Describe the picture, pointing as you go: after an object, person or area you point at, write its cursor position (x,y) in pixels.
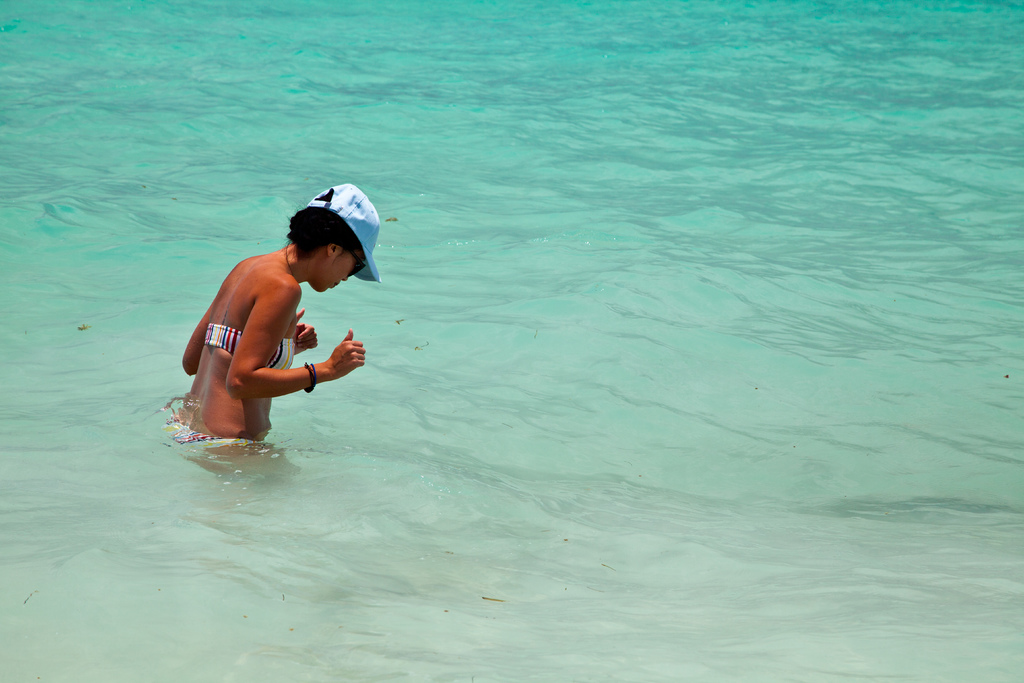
In this image we can see one person (351,241) and water (793,33).
